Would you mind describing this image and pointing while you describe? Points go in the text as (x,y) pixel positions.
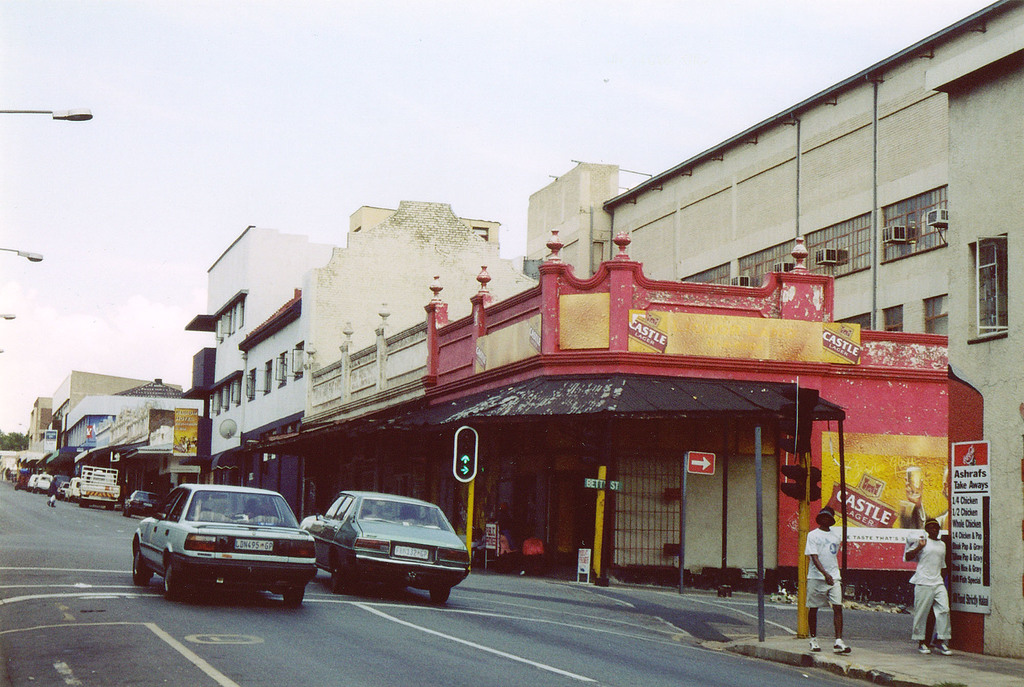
In this image, there are a few buildings (343,387), vehicles (344,557), poles (799,581), people (934,569), boards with text (961,484) and images (928,472). We can also see some sign boards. We can see the ground (518,609) with some objects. We can also see the sky (190,175).
